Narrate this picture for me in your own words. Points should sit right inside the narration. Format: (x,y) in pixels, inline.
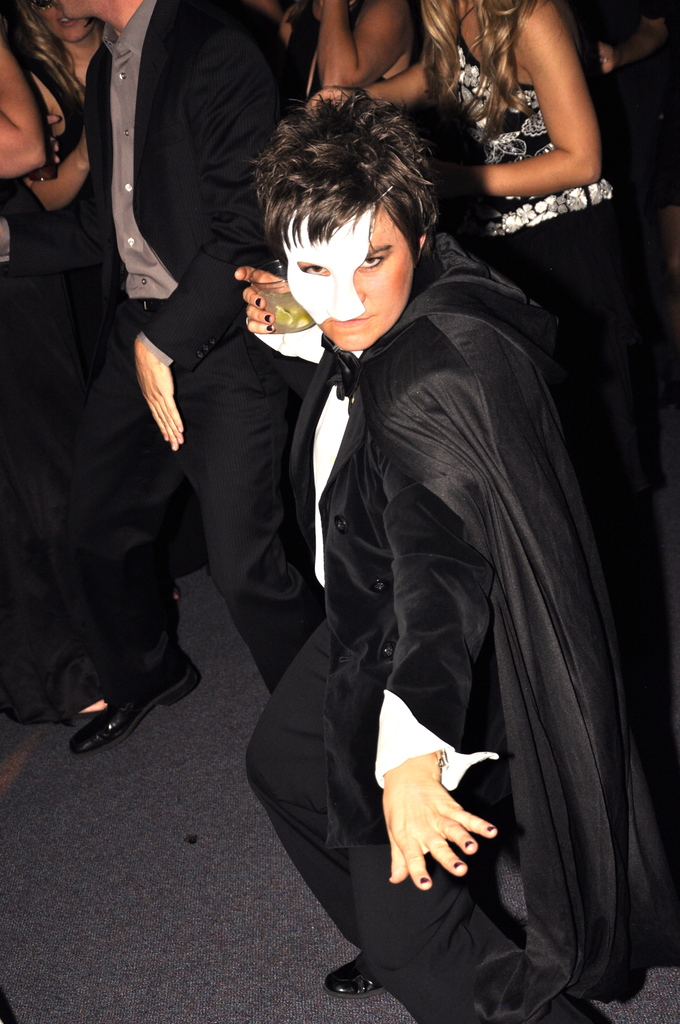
In this image we can see some people (405,205) and among them one person (410,301) is wearing a mask (363,254) and holding a glass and posing for a photo.
